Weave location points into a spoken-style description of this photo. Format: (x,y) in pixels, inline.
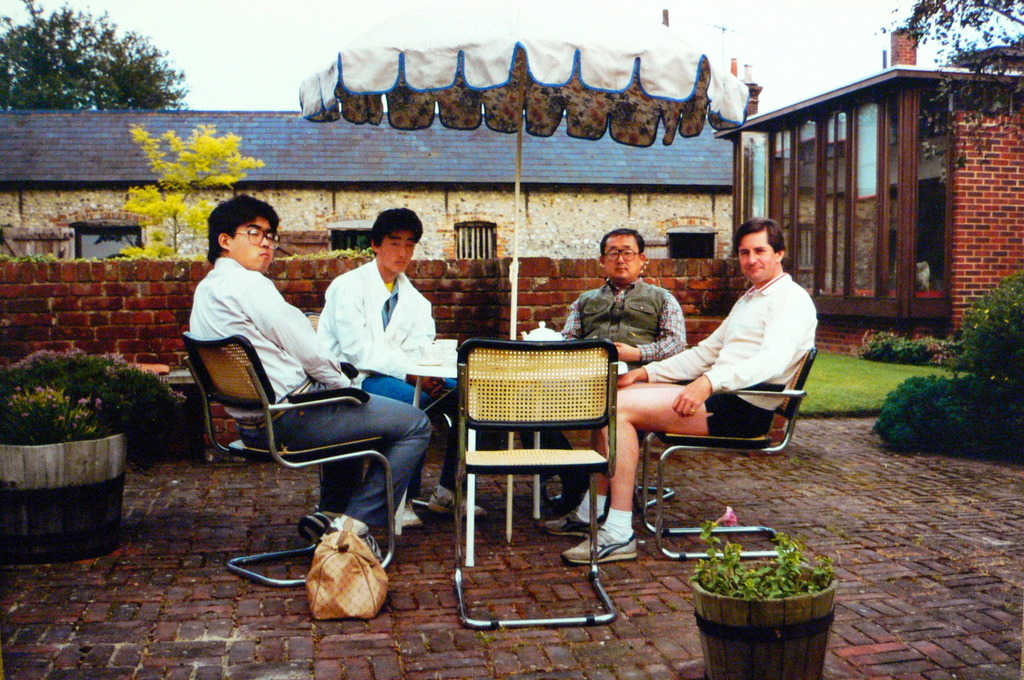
In this image, There is a floor (646,665) made up of brick (305,611) in brown color, In the middle (672,404) there are some chairs (522,419) and some people (648,364) sitting on the chair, There is a shed (526,80) of white color, In the background (166,300) there is wall (485,290) of brown color and in the right side (971,206) there is a wall (959,221) of red color.
